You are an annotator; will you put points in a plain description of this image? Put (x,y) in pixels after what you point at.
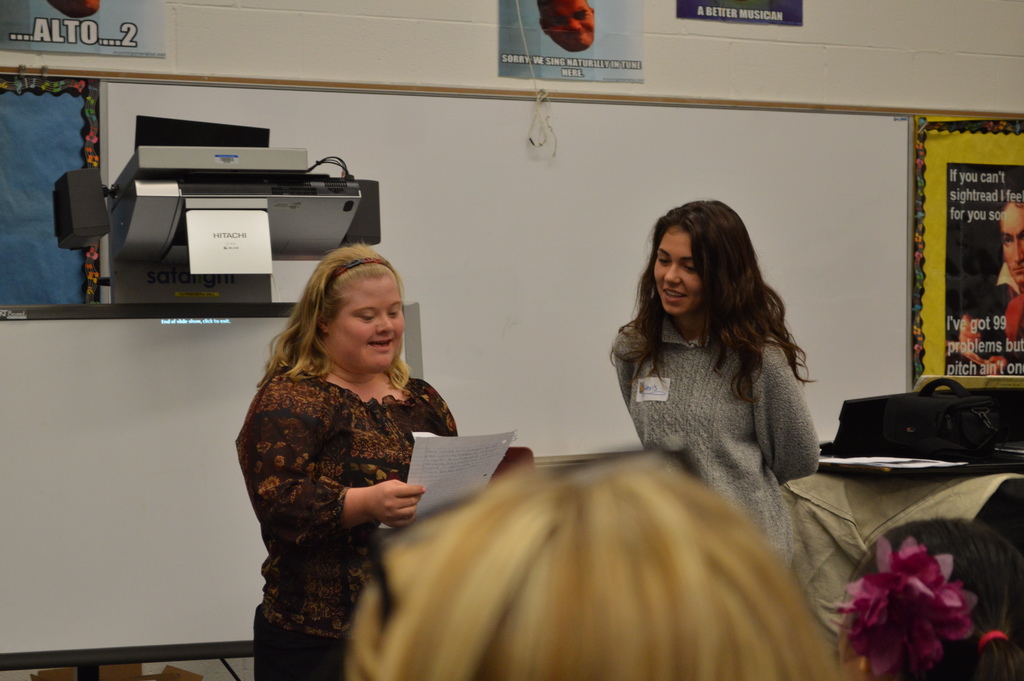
In the image in the center (356,329) we can see two persons (384,388) were standing and they were smiling, which we can see on their faces (390,342). And the left person (389,455) is holding paper (449,482). In the bottom of the image (470,577) we can see two persons heads (549,562). In the background (382,134) there is a wall (912,62), posters (116,18), machine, board (889,281), banners (999,358), papers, cloth (891,503), plastic flower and few other objects (936,430).
